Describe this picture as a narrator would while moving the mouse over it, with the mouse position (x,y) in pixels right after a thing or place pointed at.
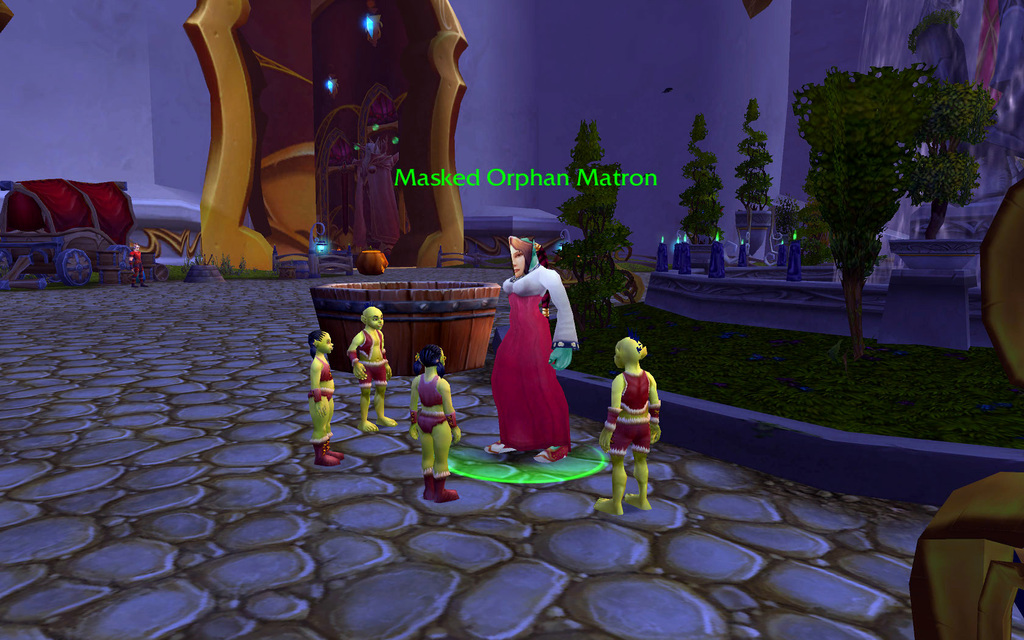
This is an animated image. In this image there are a few people (505,374) standing, beside them there are some trees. In the back of them there is a well (396,305). In the background (378,107) there is a building (331,94), in front of the building (59,117) there is a bull cart (66,246).
